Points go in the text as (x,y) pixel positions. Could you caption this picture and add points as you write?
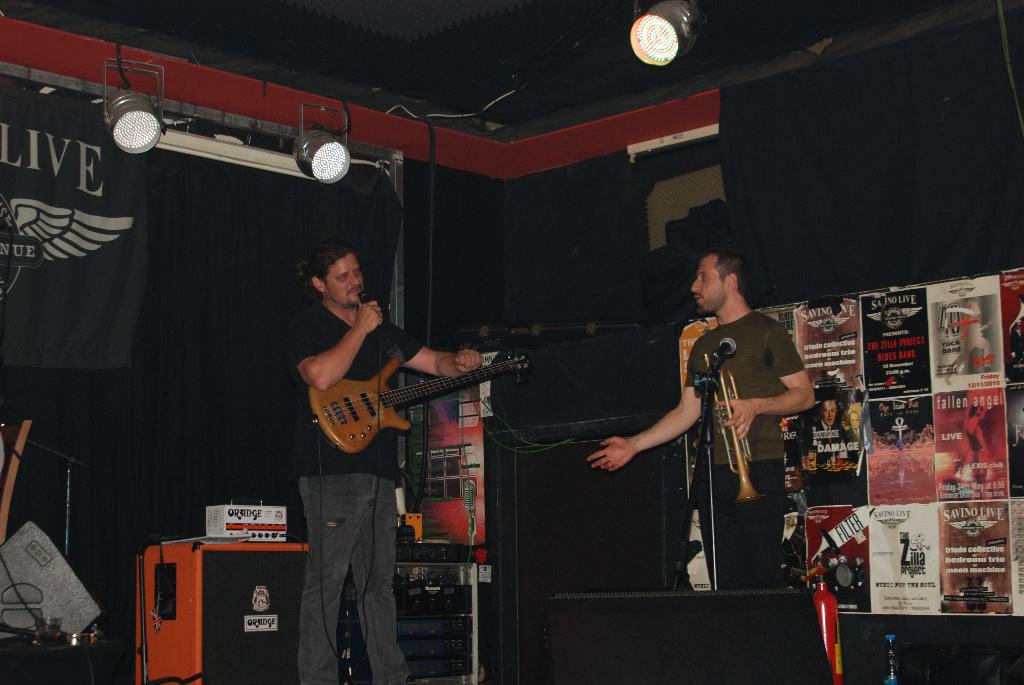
As we can see in the image there are lights (322,139), banner (90,215) and two people (737,326). The man (351,478) who is standing here is holding guitar (359,403) in his hand (374,301) and in front of him there is a mic (357,296).
